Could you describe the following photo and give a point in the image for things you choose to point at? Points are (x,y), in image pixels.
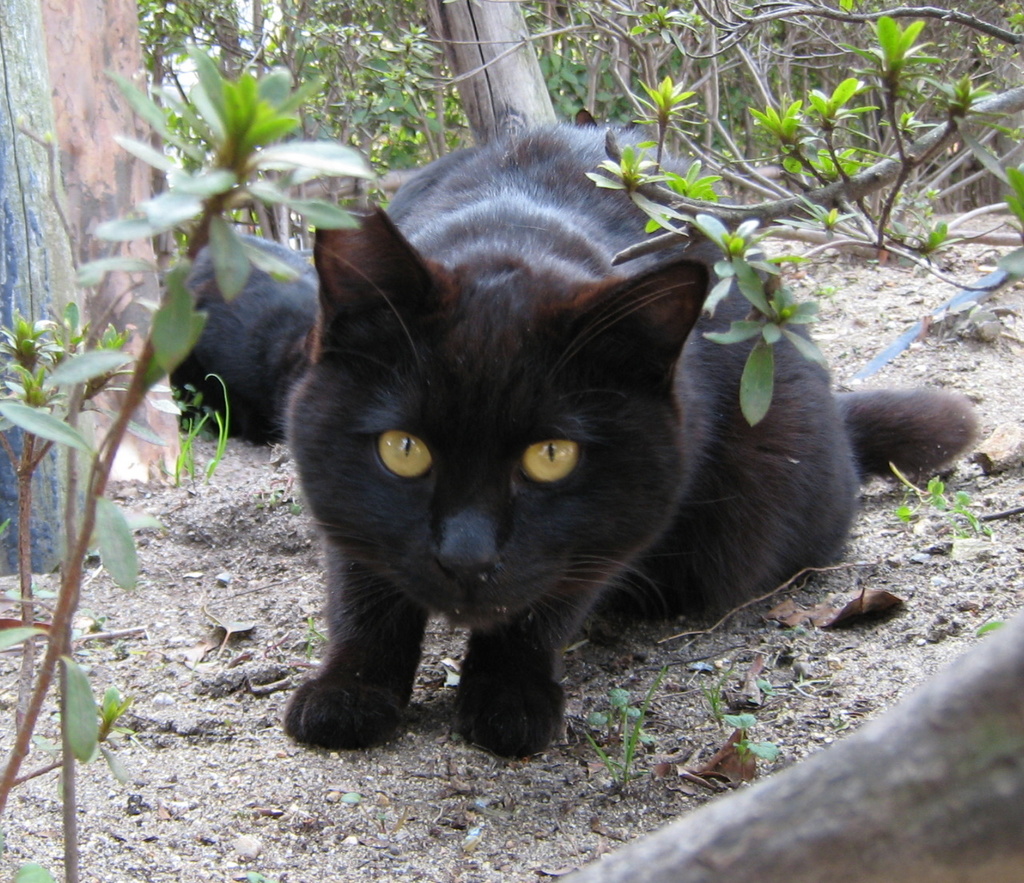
In this picture we can see a black color cat (467,507), in the background (660,7) there are some plants (817,104), we can see stones (419,790) at the bottom (18,804).
